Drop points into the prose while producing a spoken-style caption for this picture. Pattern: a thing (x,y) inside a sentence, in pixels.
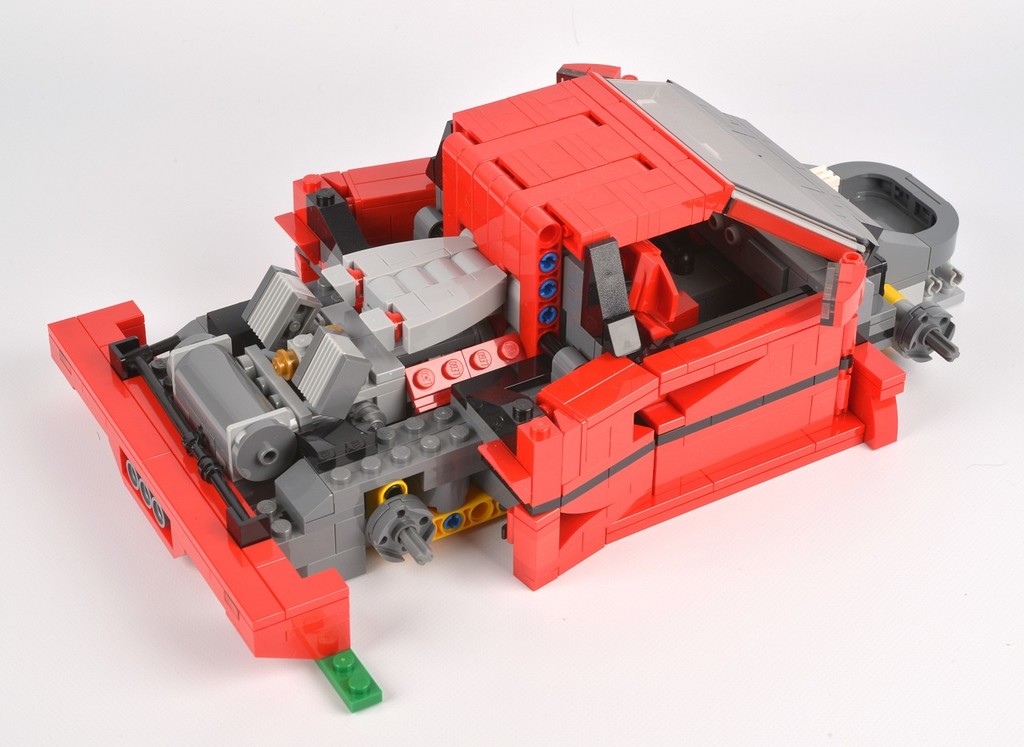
In this image I can see a toy (610,408) which is made up of lego (497,370). I can see it is red, ash, black, yellow and green in color. I can see the white colored background (78,470).
